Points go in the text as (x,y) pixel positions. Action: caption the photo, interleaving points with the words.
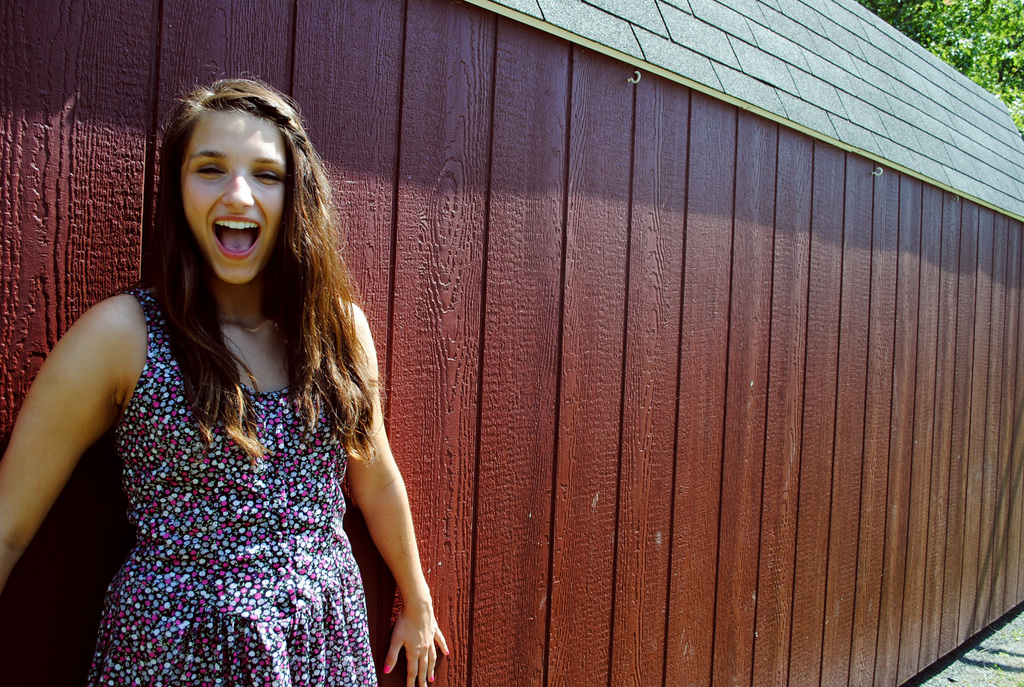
In this picture I can see a woman (269,466) standing and smiling, there is a shed (634,158). At the top right corner of the image (937,45) there is a tree (971,46).
